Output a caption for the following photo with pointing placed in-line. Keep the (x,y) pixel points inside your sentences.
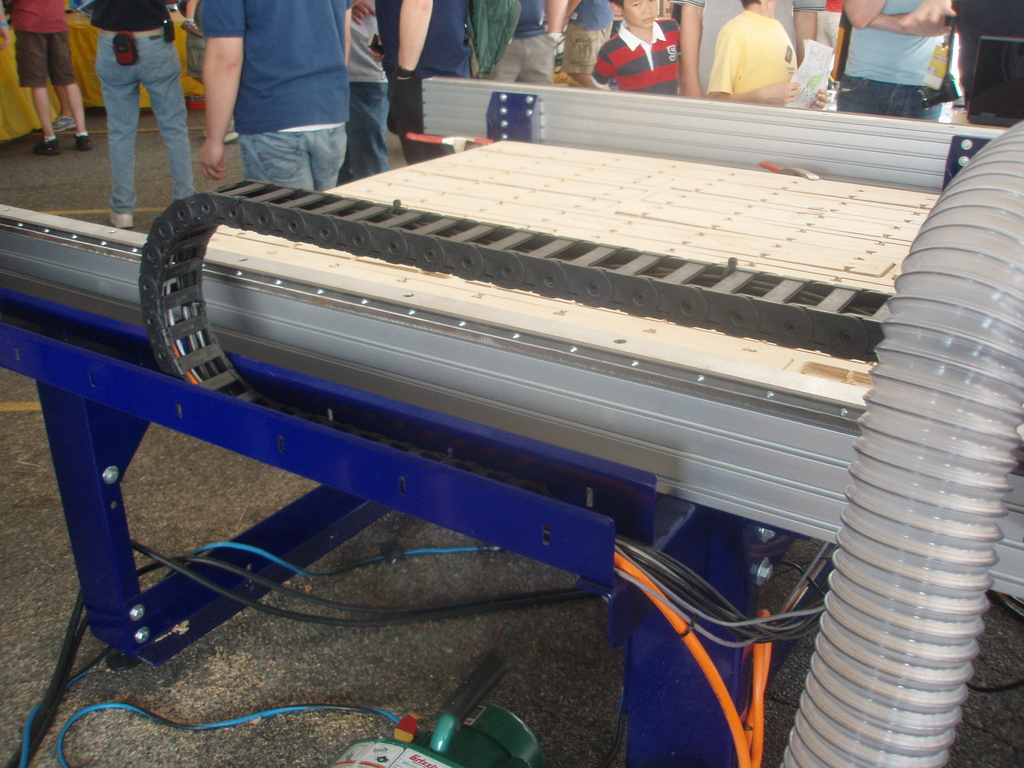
In this picture we can see a machine (417,508) and few cables (615,553), beside the machine (583,209) we can find few people (368,127).
